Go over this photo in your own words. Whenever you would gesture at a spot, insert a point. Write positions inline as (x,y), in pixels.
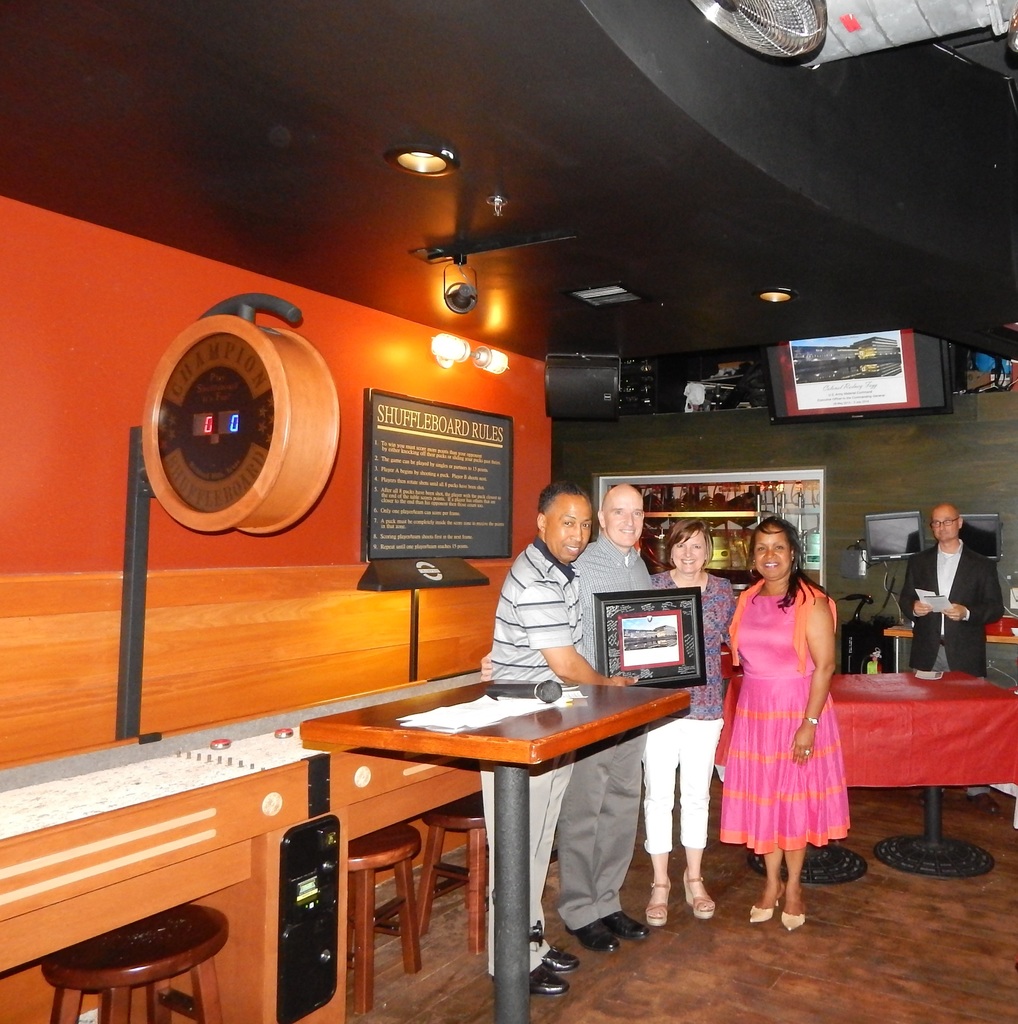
There are four members (578,584) standing and posing for a picture. One of the guy (539,602) is holding a frame (647,633) in his hands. In front of them, there is a table (527,717) on which some papers (496,705) were there. In the background (938,557) there is another man (960,578) standing and we can observe a televisions (860,391) and a wall (662,442) here.
